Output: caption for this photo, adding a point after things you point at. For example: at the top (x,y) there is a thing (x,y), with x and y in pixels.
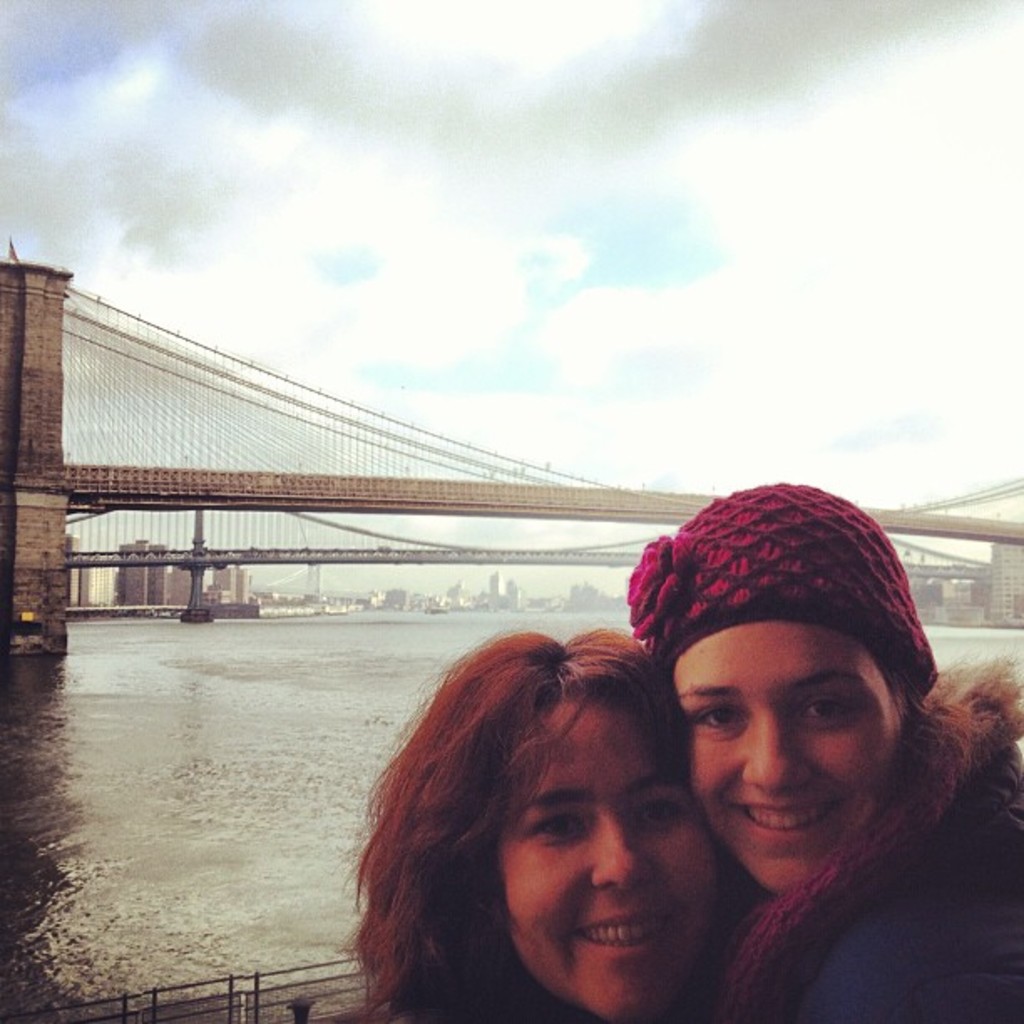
In the foreground of the image (508,785) there are two ladies (874,763). In the background of the image (483,510) there is bridge (175,542). There are buildings (296,607). There is water (311,709). At the top of the image (523,121) there is sky (532,146).
